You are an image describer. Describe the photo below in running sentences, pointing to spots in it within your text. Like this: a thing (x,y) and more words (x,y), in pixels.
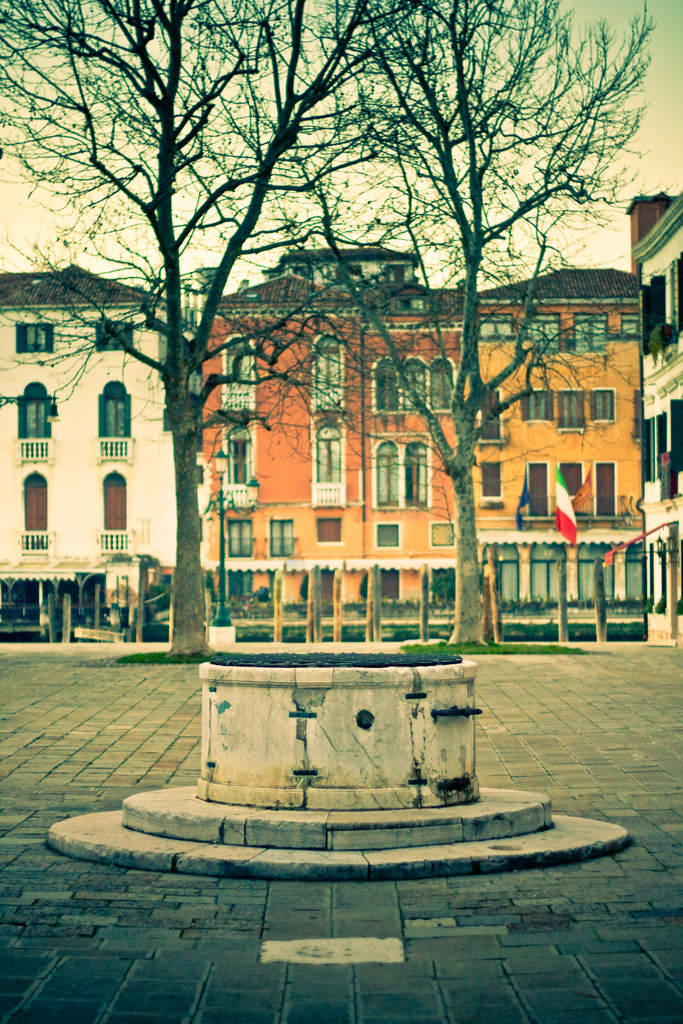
In this image we can see an object (378,775) on the ground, there are trees (362,313), flag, sheds (611,536), buildings (275,503) and the sky (660,158) in the background (467,161).
